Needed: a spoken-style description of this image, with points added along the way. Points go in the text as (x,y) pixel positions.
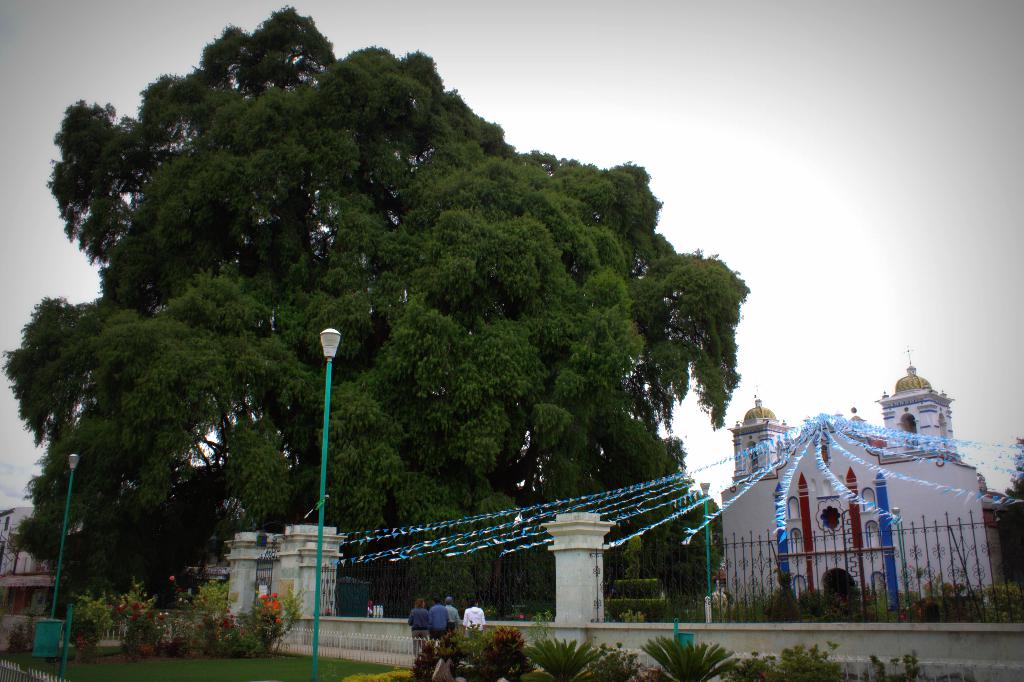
At the bottom (275,645) we can see plants (454,660), light poles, few persons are standing at the wall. In the background (331,568) there are trees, fence (517,563), plants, buildings (837,515), flags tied to the ropes (613,504) and clouds (484,74) in the sky (958,151).
